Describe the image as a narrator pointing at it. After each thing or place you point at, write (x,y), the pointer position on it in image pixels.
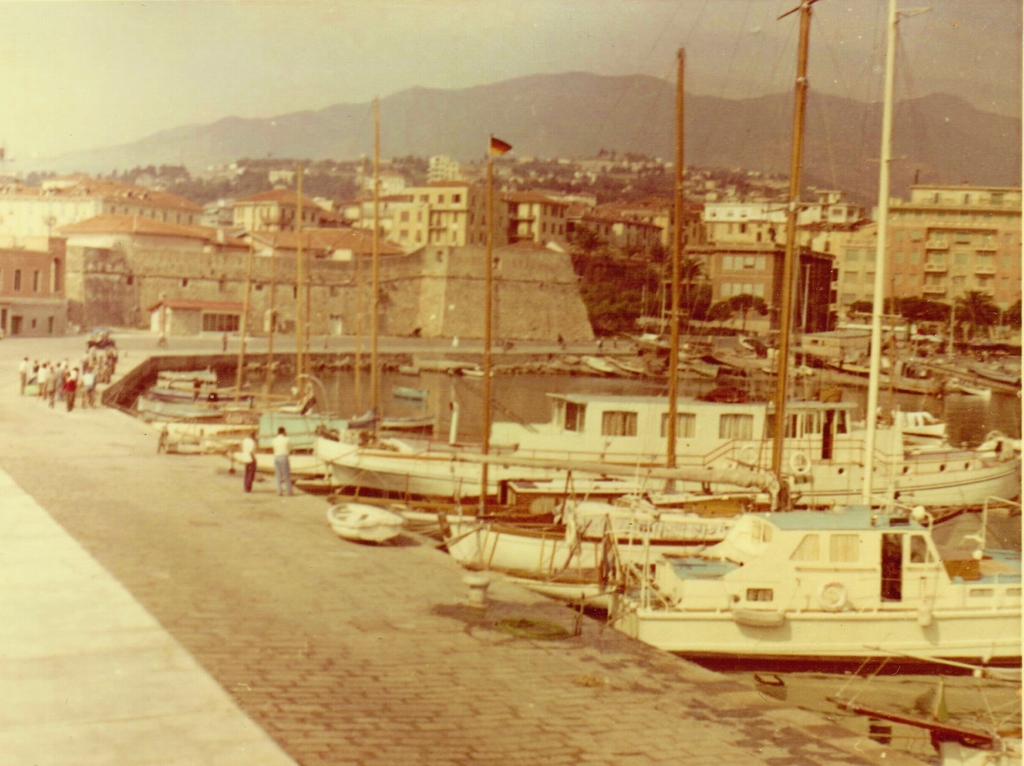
In the image in the center (493,497) we can see few boats (548,499), which is in white color. In the background (645,52) we can see sky (871,8), buildings (996,253), wall (104,277), roof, road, water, flag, boats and group of people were standing.
